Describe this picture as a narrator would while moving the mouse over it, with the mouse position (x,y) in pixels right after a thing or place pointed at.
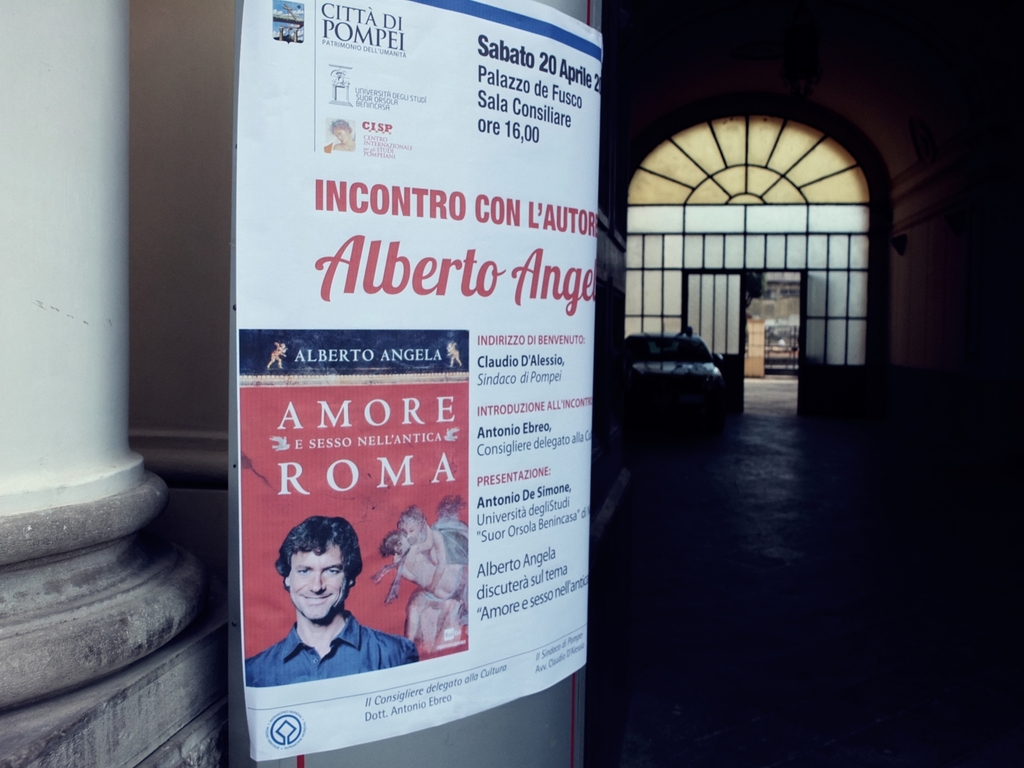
In this image we can see a door (709,339), there is the car (715,395) on the ground (762,431), there is the hoarding (473,282), there is the pillar (111,218).
